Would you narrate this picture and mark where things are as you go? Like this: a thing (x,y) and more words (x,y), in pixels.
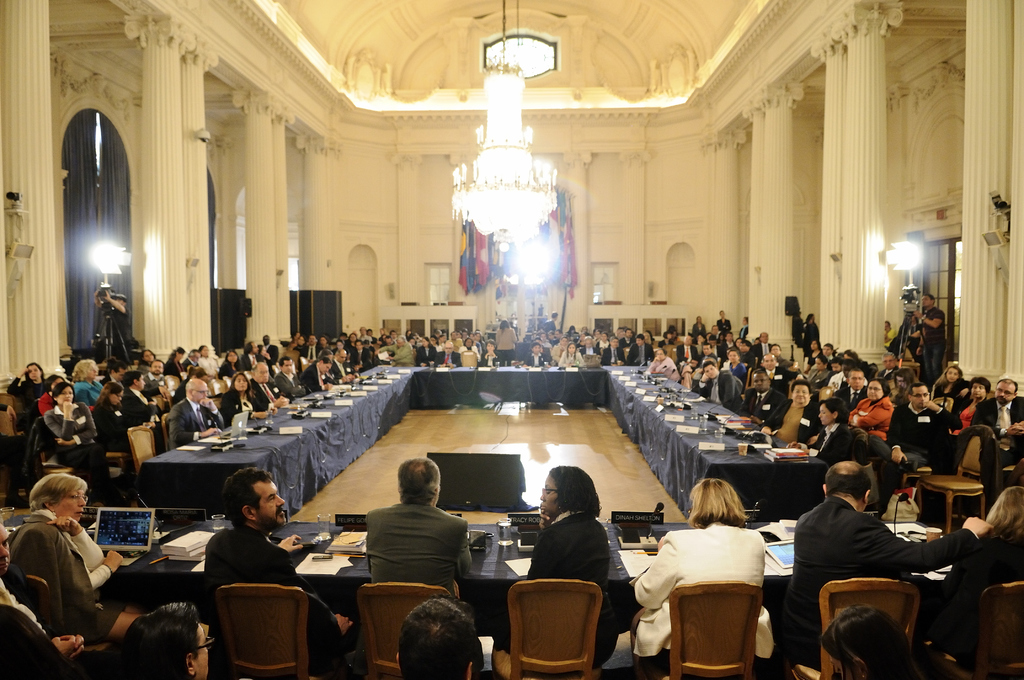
In this picture we can see a group of people (434,345) sitting in the big hall (786,340) for a meeting, on the table (157,591) we can see seven person (309,611) sitting and giving speech on the opposite left (116,314) and right side (974,304) there are camera man (932,338) with cameras (917,296) and big pillar (970,289) on the corner, and there is hanging chandelier (508,193) in center (504,235), laptop (121,539), books (170,556) and microphone (662,504) on the left side of the table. And chair (954,486) on the right corner of the crowd (923,445).
